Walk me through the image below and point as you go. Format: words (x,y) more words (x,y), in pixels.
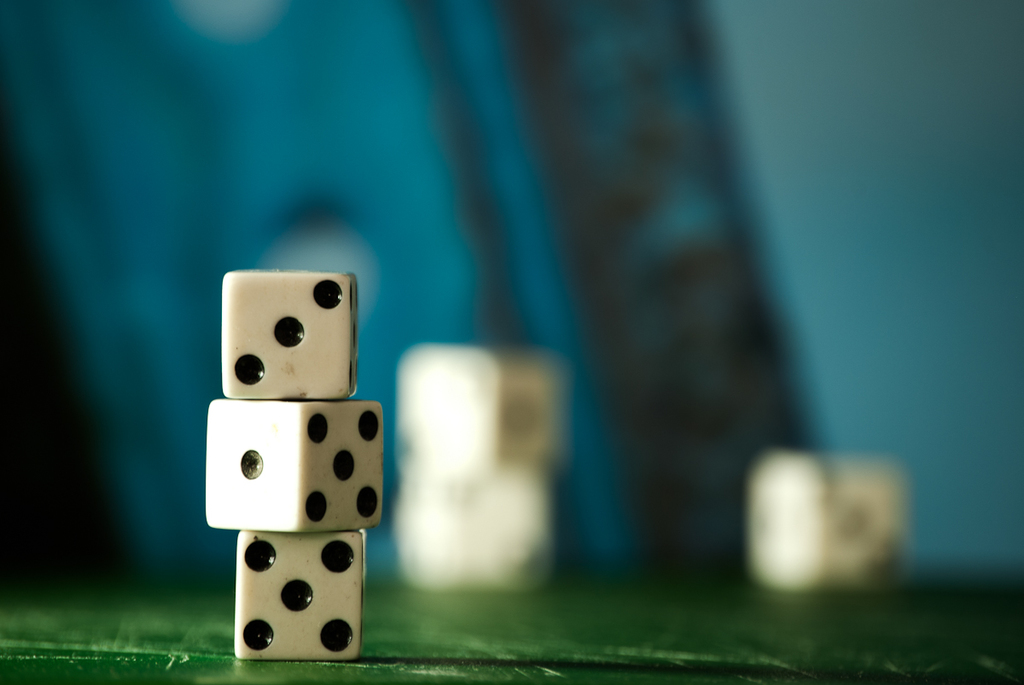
In this picture we can see some cubes (278,467), behind we can see few more cubes (508,475).
